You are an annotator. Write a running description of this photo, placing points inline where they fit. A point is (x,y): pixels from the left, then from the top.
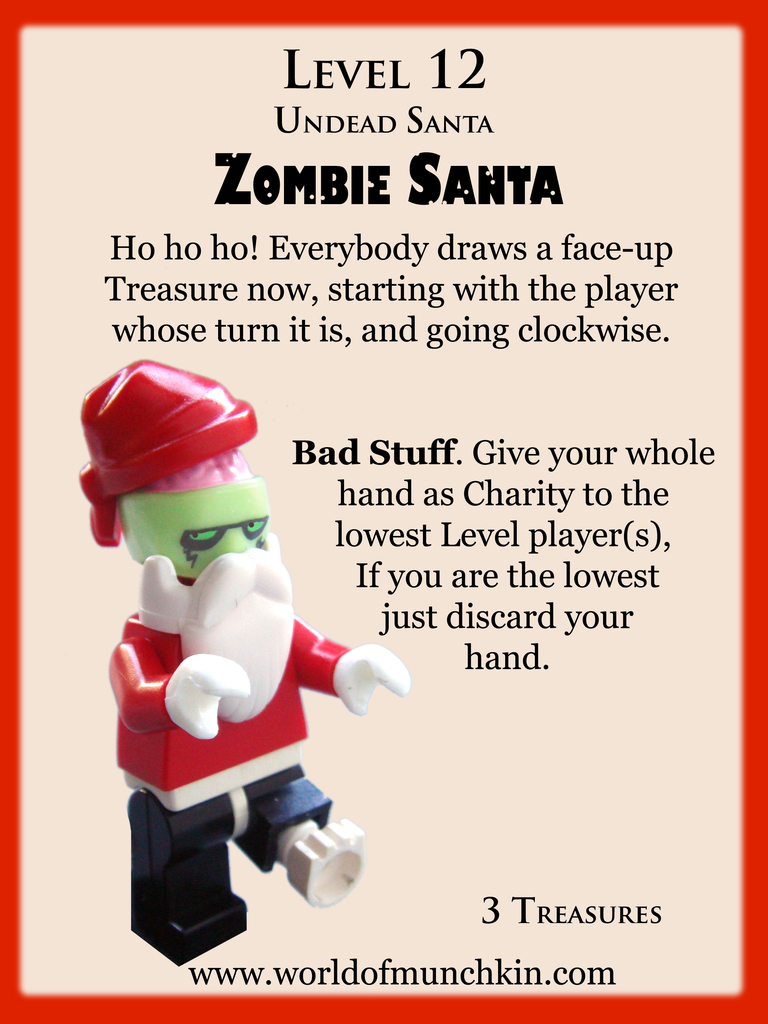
In this image I can see a poster (609,840) and toy (167,563). Something is written on the poster (482,622).
